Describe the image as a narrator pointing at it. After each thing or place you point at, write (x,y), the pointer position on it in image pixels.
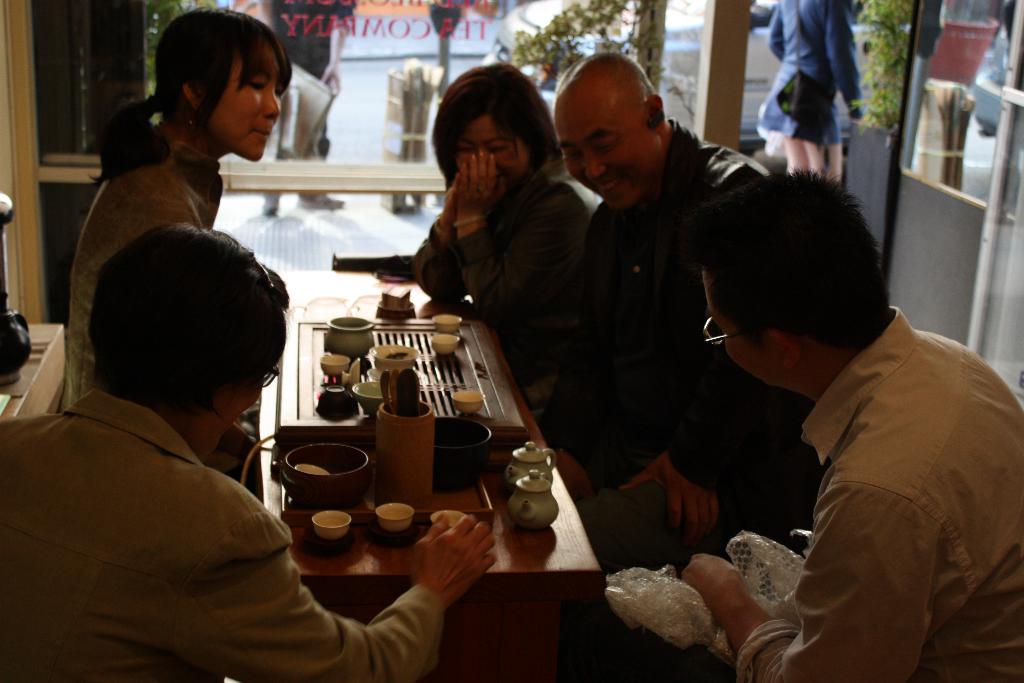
In this image I can see few persons (626,248) are sitting around the table (513,528) which is brown in color and on the table (552,562) I can see few tea pots (547,496), few small bowls (482,399) and few other objects (397,412). In the background (360,209) I can see the glass window (374,87) through which I can see few persons (788,34) standing, few trees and a car (679,110) on the road (378,100).
